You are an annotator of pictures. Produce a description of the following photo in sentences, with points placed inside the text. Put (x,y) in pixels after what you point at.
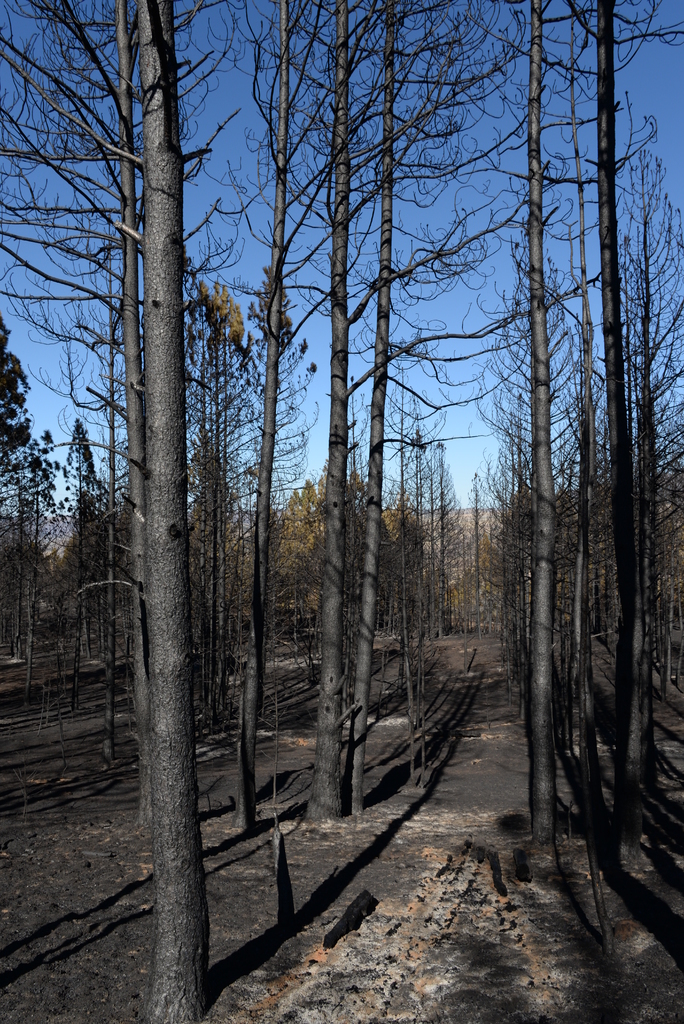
In this image we can see some trees (660,552), also we can see the sky (360,295).
